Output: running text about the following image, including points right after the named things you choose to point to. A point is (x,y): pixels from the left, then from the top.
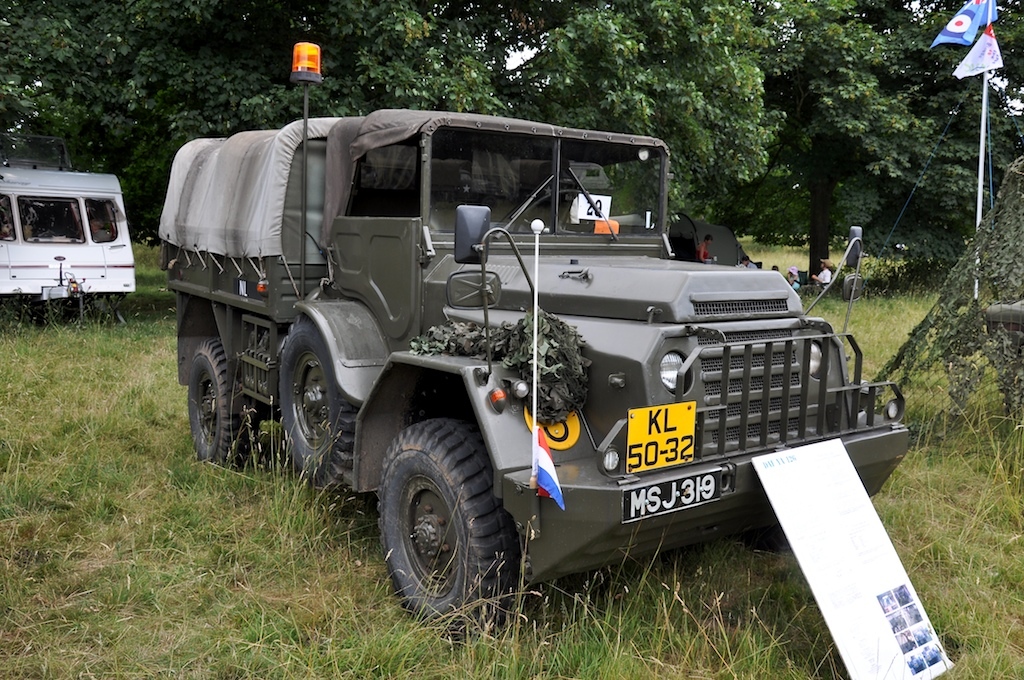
In this picture we can see the grass (352,554), board (821,569), flags (961,67), poles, vehicles (357,313), tent (727,259), some people (829,275) and in the background (668,195) we can see trees (351,57).
